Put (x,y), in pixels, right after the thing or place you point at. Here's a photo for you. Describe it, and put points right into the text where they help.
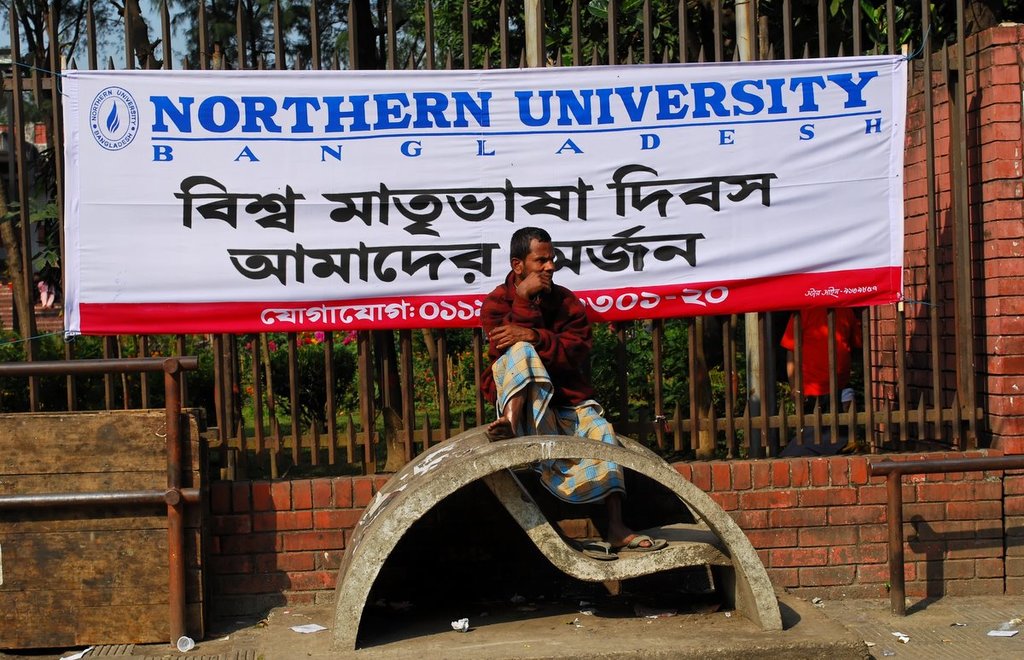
In the middle of the image (576,343) a man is sitting on a bench (757,580). Behind him there is a fencing (953,202), on the fencing (892,15) there is a banner (207,258). Behind the fencing (957,220) there are some trees (835,31) and plants (312,337).
